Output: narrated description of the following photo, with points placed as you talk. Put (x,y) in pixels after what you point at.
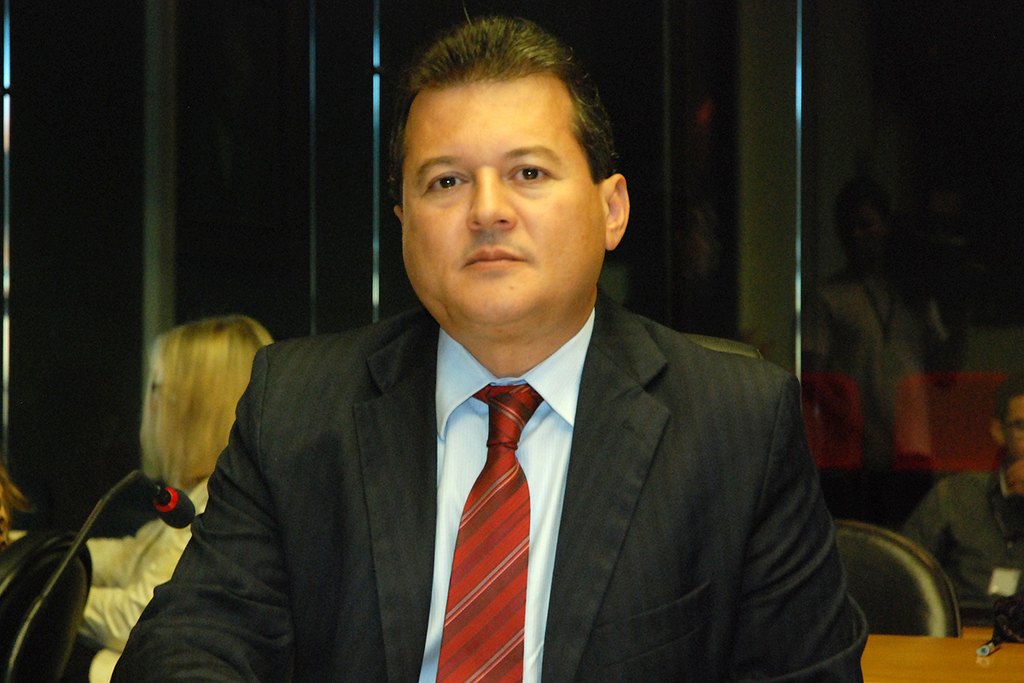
In this image I can see a person (391,481) sitting wearing black color blazer (328,477), white shirt (468,448) and red color tie (475,487). In front I can see a microphone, background (198,388) I can see few other persons (233,390) sitting.
